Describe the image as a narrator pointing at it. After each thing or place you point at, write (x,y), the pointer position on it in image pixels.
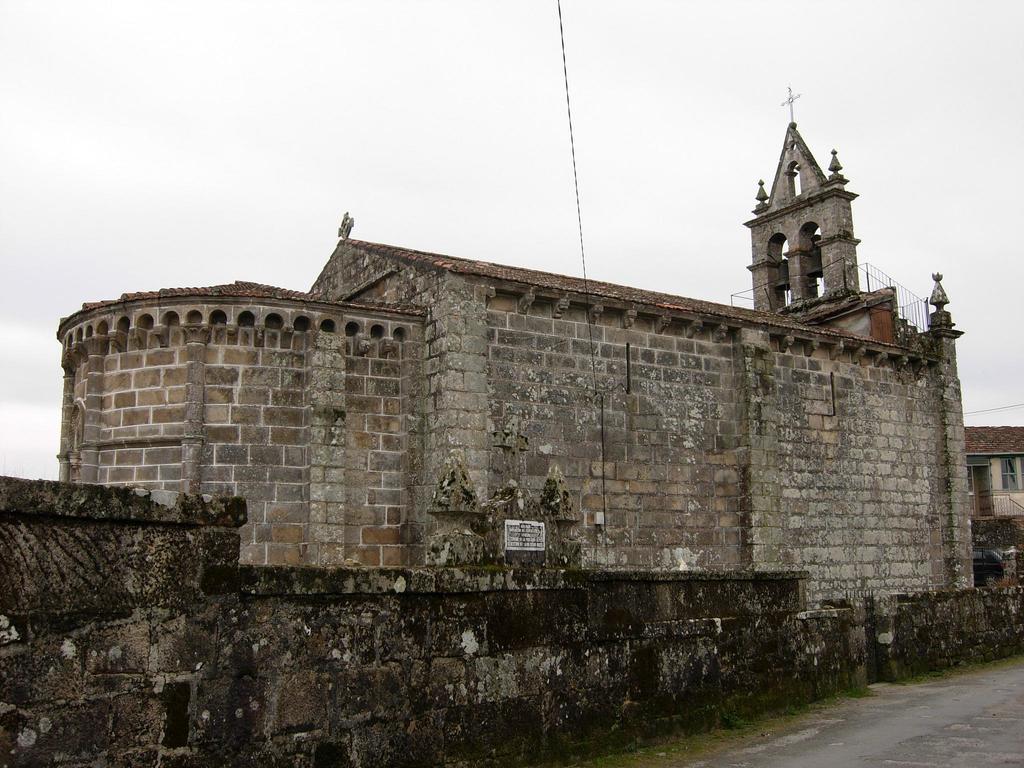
In this image we can see a building (364,392) with the railing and a cross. We can also see the pathway (914,716) and the sky (630,138) which looks cloudy.
